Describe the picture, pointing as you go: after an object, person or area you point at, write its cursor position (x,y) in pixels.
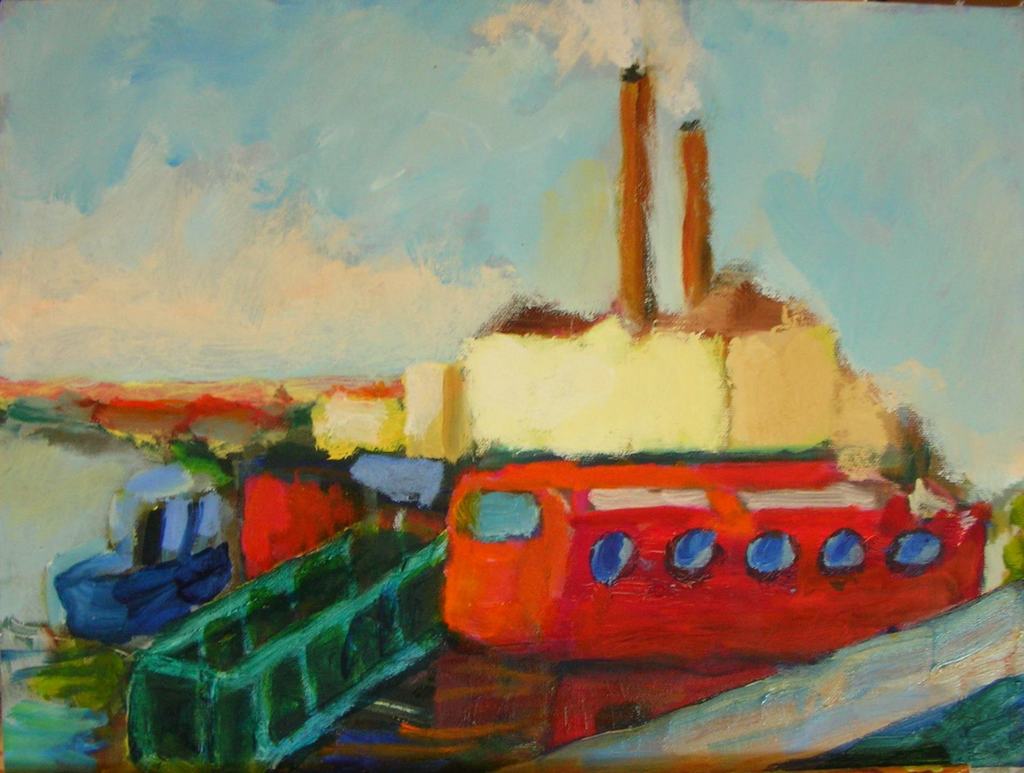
In this image, we can see a painting (374,421). Here we can see ship (685,580), water (671,711), few objects (662,722), houses (697,405) and sky (746,58). Here we can see the smoke (657,38).
